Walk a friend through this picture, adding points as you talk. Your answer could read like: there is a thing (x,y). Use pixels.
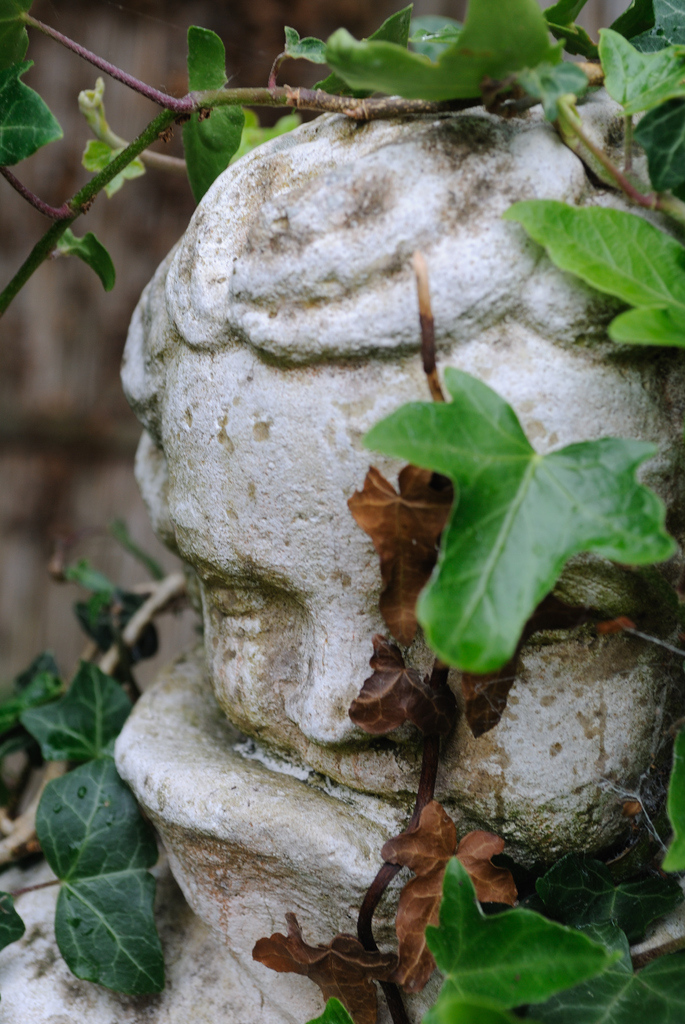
In the image there is a sculpture (295,471) and on the sculpture (602,639) there are branches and leaves (62,834).
